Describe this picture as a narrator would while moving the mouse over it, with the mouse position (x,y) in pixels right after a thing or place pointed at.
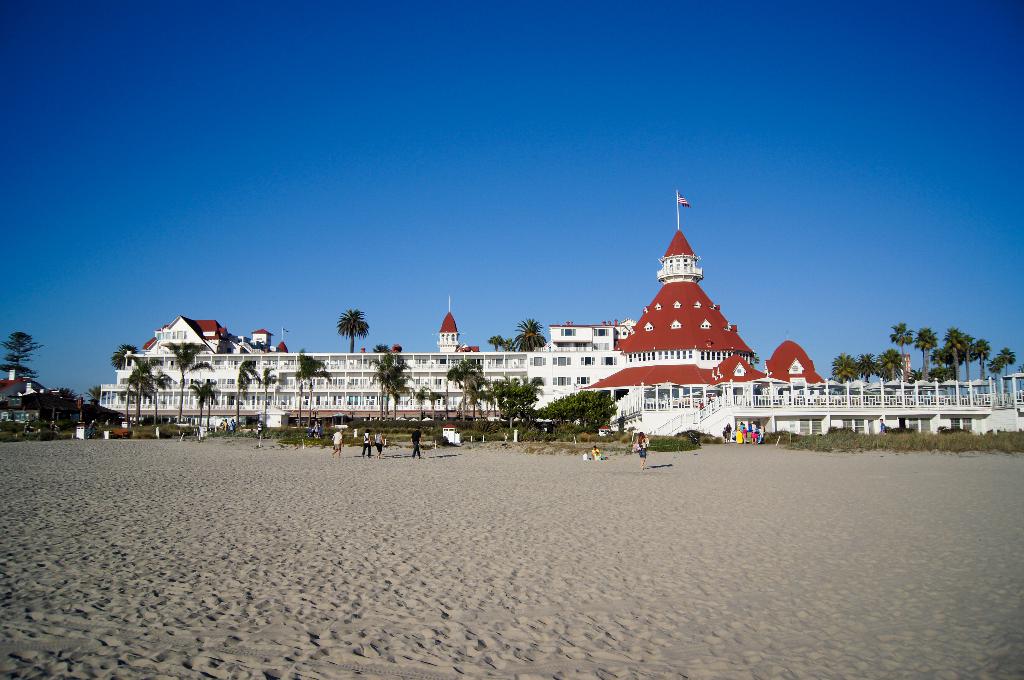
This image consists of a building (440,377) in white and red. At the bottom (350,548), there is sand (173,526). There are many people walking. To the left (20,345), there are trees (26,345). At the top (399,139), there is sky (492,128) in blue color.
